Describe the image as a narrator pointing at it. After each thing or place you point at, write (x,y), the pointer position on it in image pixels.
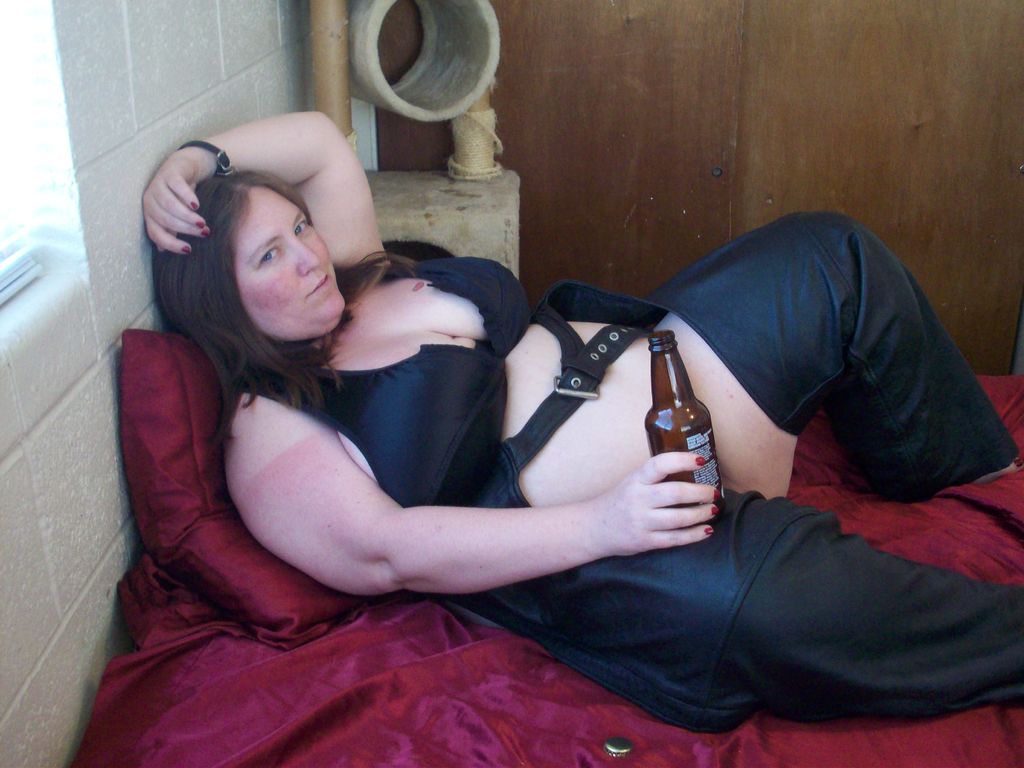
This woman (369,383) is laying on this bed (592,704) with pillow (179,463), wore black clothes (686,550) and holding bottle (679,413).
